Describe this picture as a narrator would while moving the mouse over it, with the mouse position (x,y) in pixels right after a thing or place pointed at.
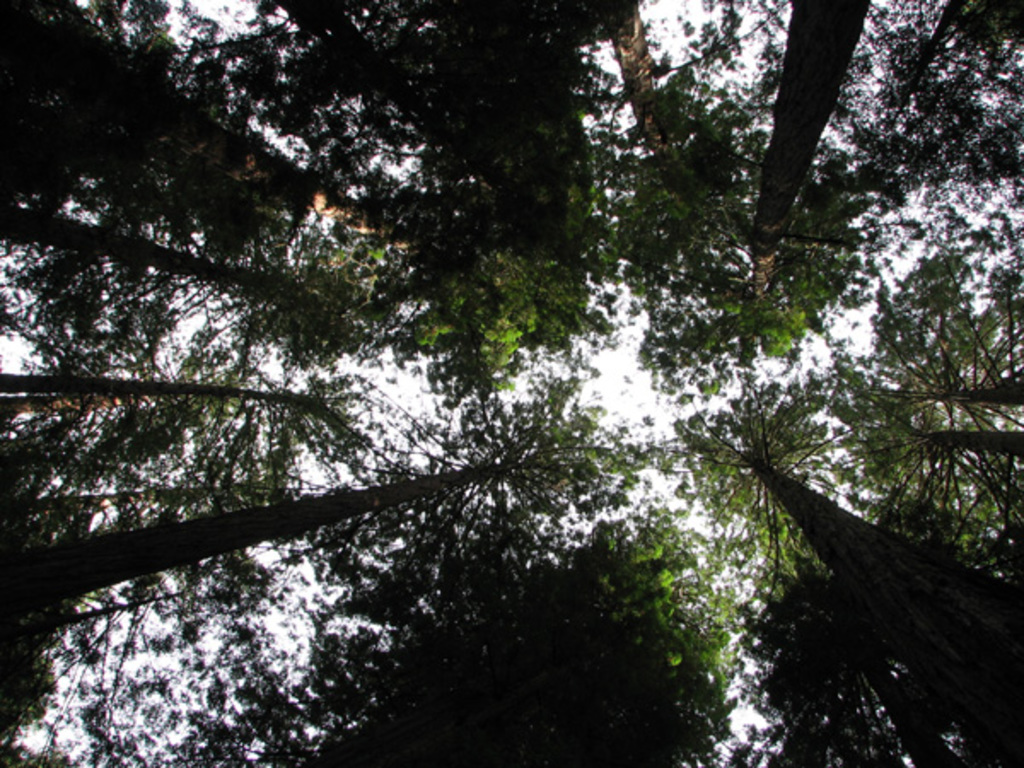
In this image I can see trees (742,430) and the sky (796,367). This image is taken, may be in the forest (344,680).
